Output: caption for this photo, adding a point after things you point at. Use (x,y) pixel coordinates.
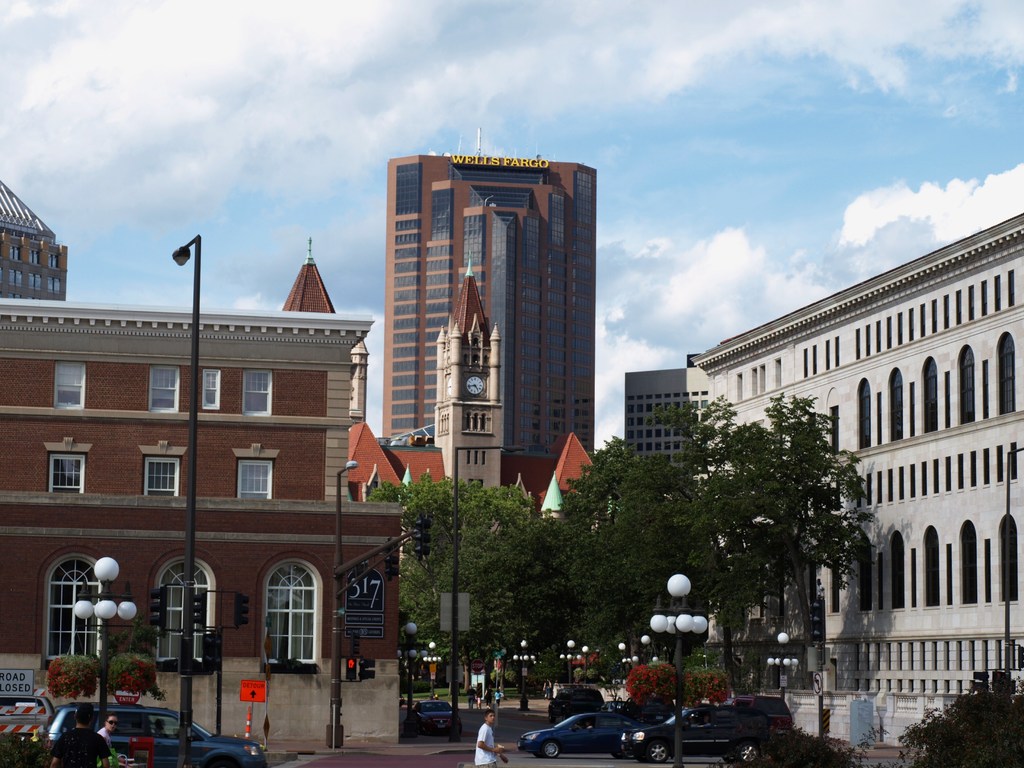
At the bottom (579,722) we can see vehicles (451,719) and few persons (90,735) on the road (512,736). In the background (315,495) there are trees (426,582), plants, buildings (31,480), poles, sign board poles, windows (63,599), a clock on the tower (467,326) and clouds (510,108) in the sky (638,47).
